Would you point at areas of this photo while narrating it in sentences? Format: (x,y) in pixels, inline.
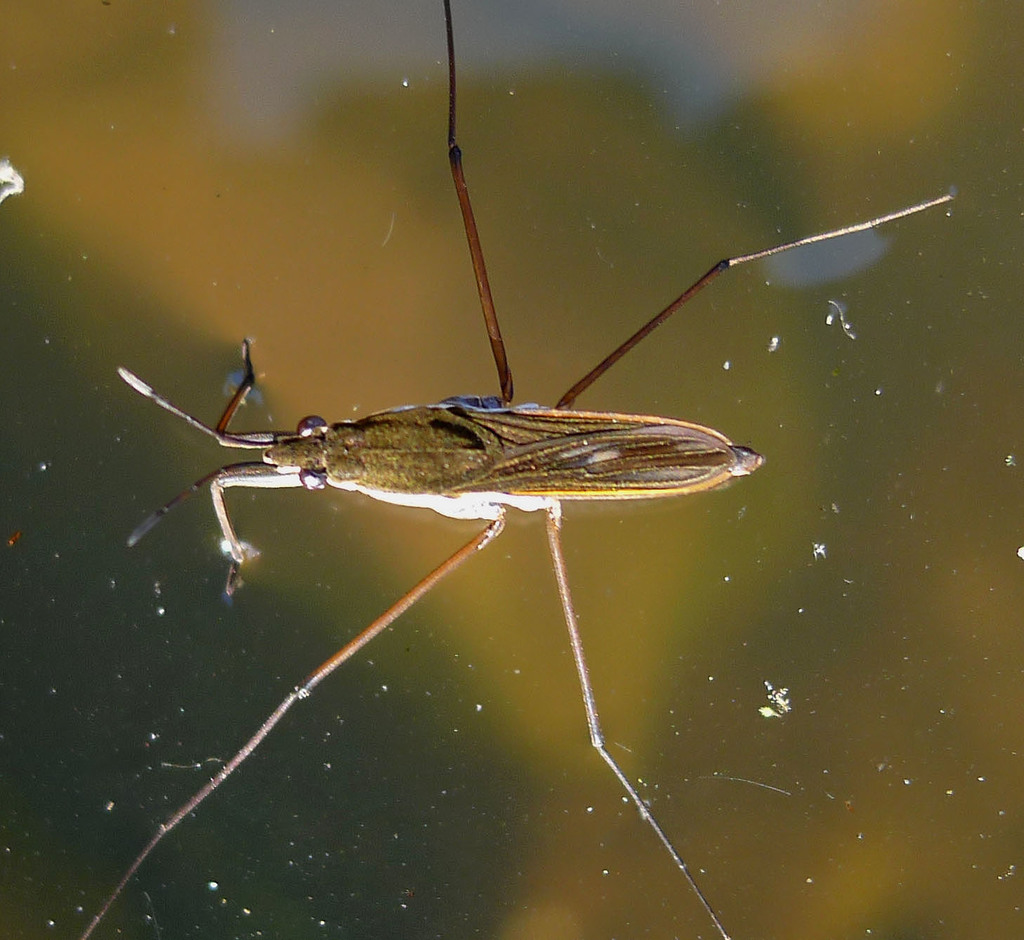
In the picture we can see an insect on the water (864,88) with six legs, eyes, wings (675,460) and antenna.
